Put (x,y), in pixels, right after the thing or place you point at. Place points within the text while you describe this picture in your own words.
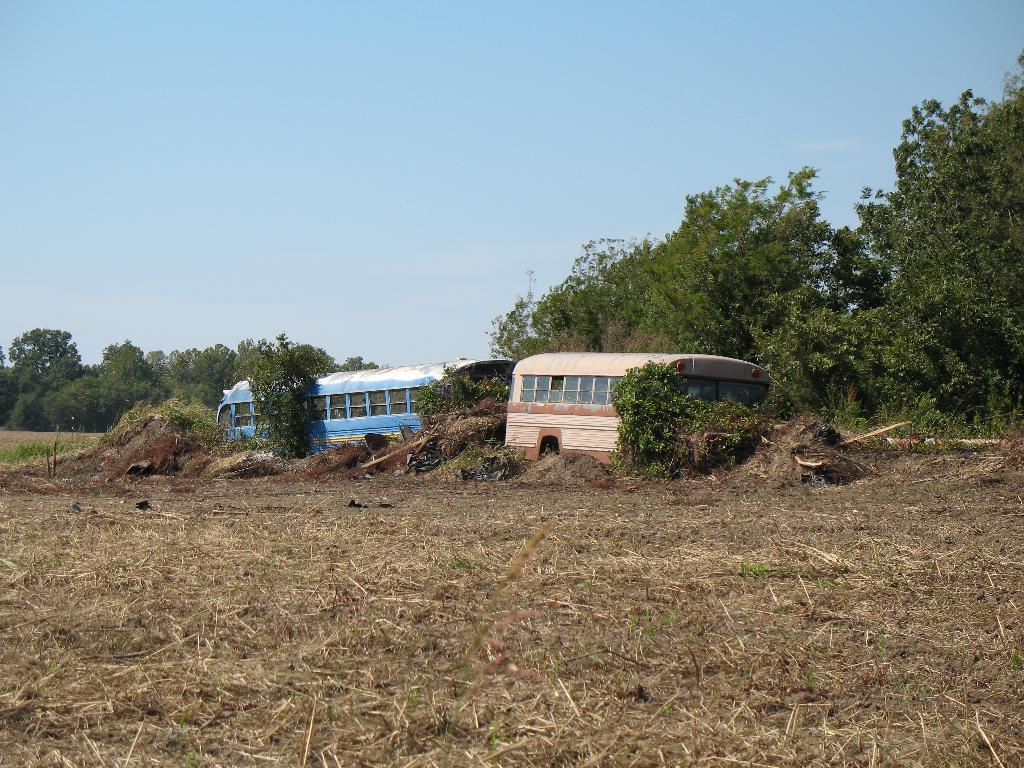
In this image we can see two buses (578,437) which are of different colors are parked in an open area (431,477) and at the background of the image (193,394) there are some trees (859,321) and clear sky (661,148).
